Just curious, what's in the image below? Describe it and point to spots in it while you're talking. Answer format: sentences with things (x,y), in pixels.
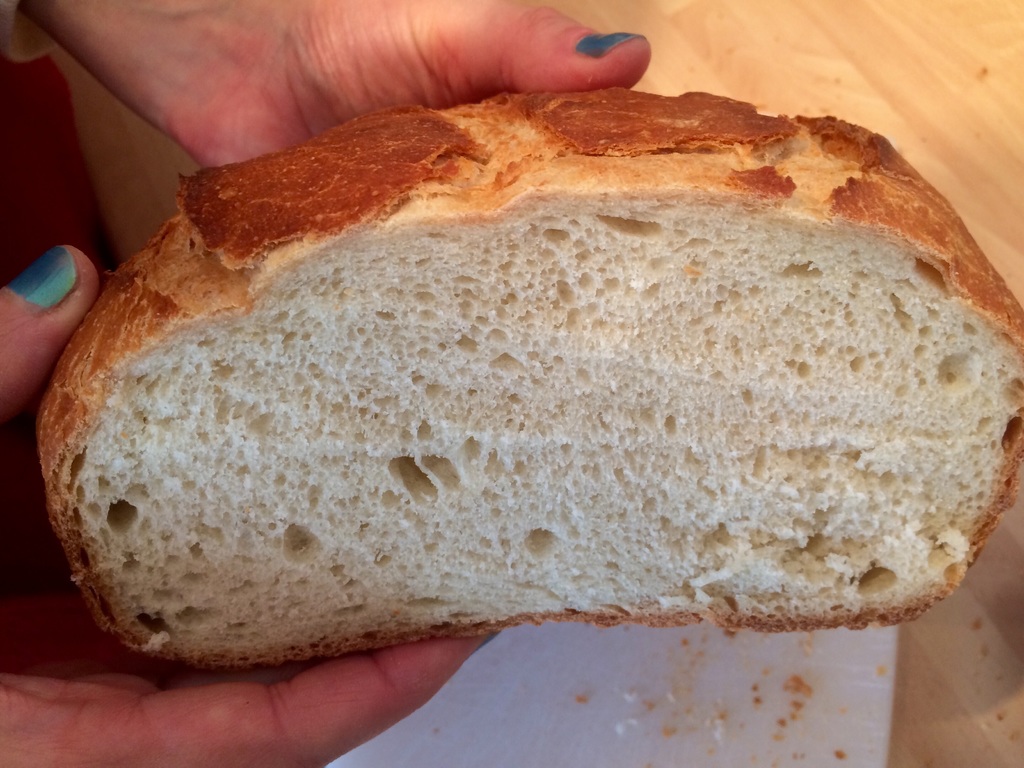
In this picture we can see the hands (51,684) of a person (70,652) and holding a bread piece (263,367). Under the bread (576,450), there is a white object (719,696) on the wooden surface (999,637).
